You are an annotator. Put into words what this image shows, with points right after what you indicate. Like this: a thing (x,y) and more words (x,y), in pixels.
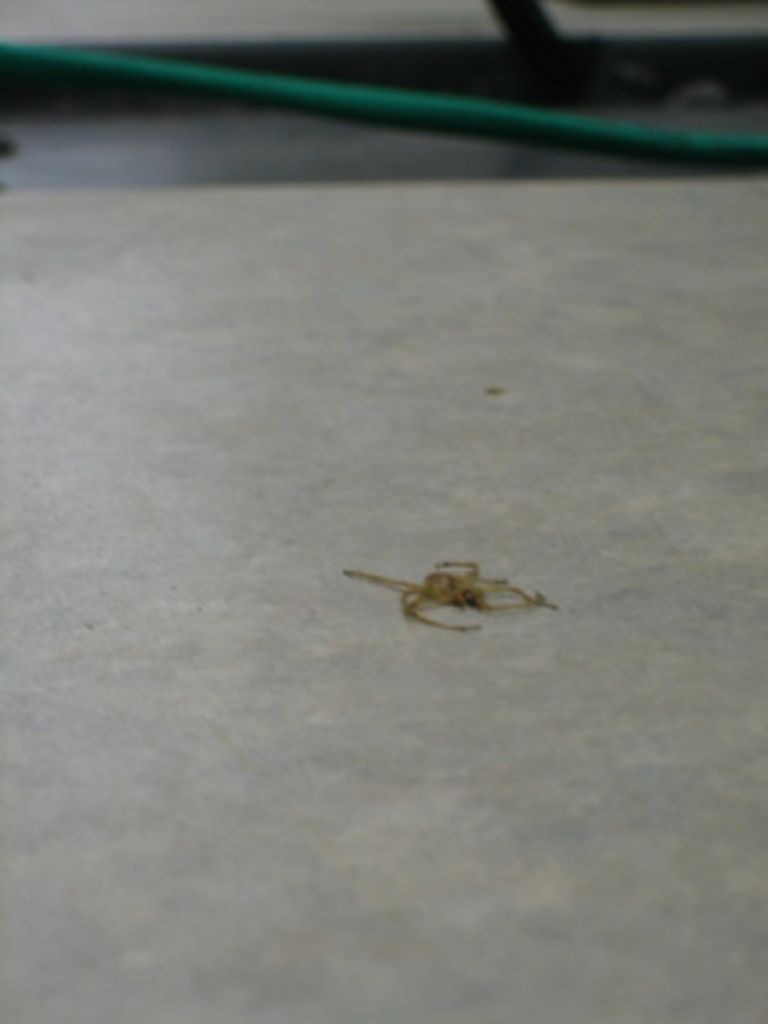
In this image I can see the white colored surface (348,331) and on the surface (392,304) I can see a brown colored object (536,598). In the background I can see a pipe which is green in color.
